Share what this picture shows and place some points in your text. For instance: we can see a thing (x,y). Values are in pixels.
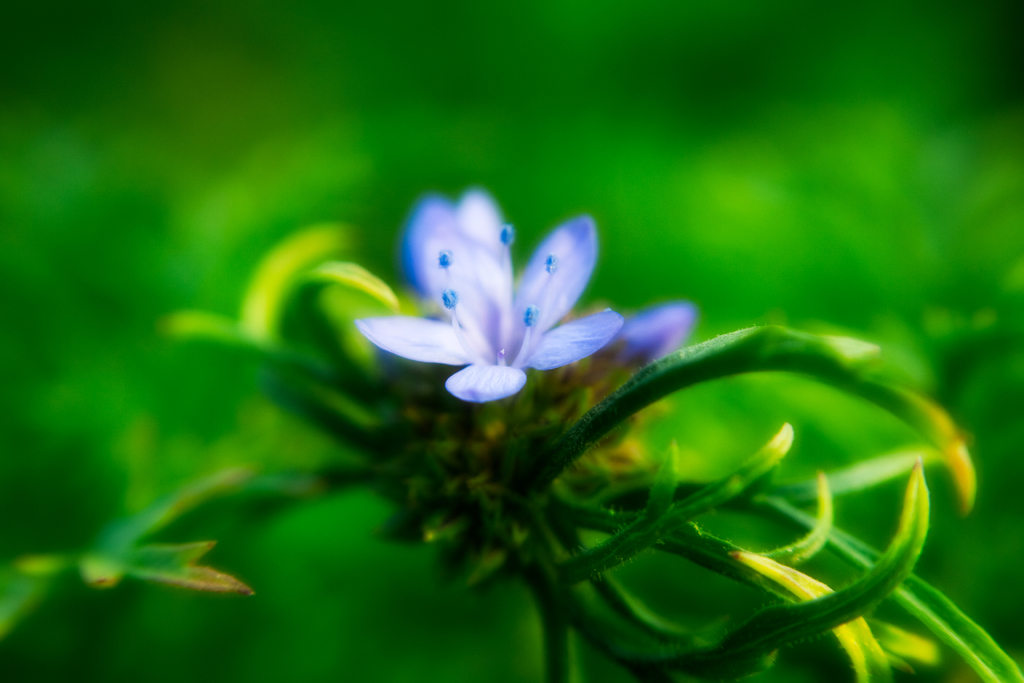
In this image I can see blue colour flower (515,297) and green leaves (677,630). I can also see green colour in background (230,246) and I can see this image is blurry from background (63,108).
